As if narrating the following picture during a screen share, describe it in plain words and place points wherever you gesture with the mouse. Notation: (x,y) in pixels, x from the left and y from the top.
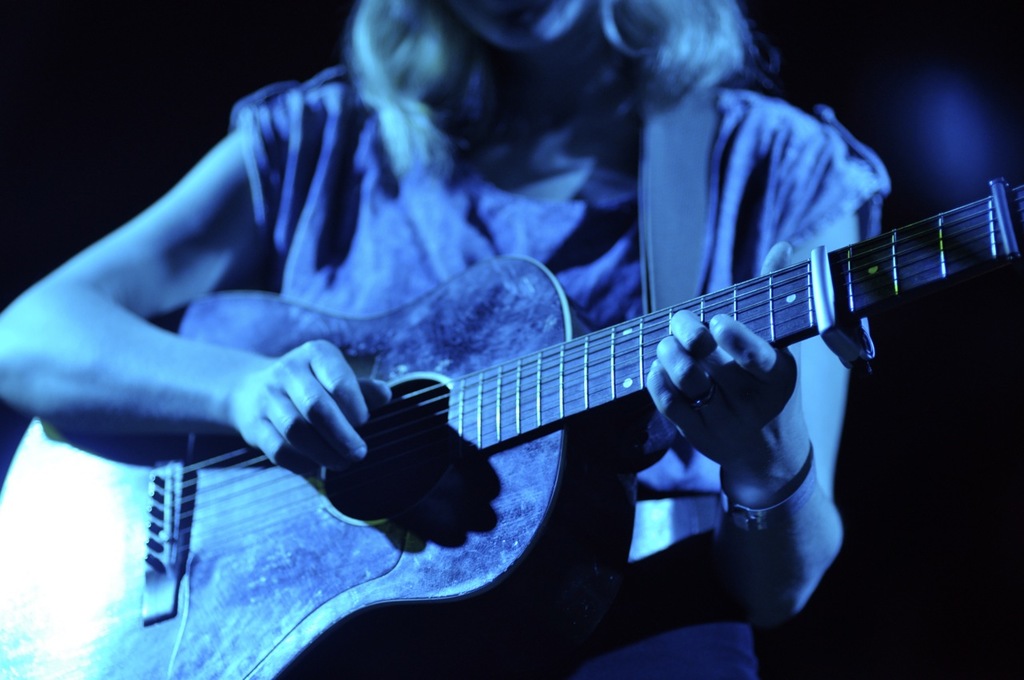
In this picture a woman (600,170) is playing guitar (622,398).
